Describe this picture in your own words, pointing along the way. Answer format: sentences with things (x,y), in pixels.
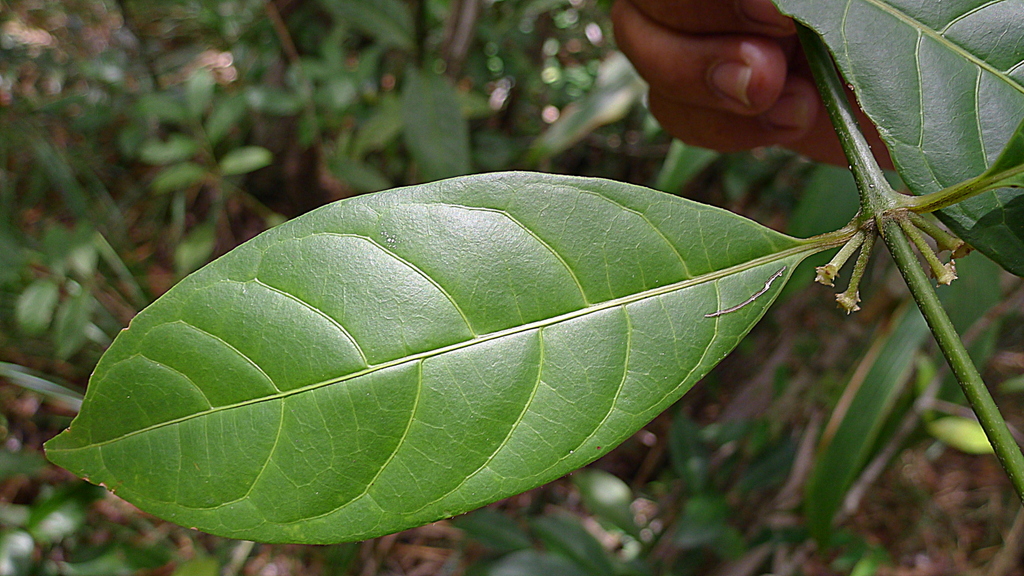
In this image we can see a leaf (372,233). Here we can see a person's hand (644,29) holding the plant (952,175). The background of the image (649,573) is blurred, where we can see plants (705,561).
